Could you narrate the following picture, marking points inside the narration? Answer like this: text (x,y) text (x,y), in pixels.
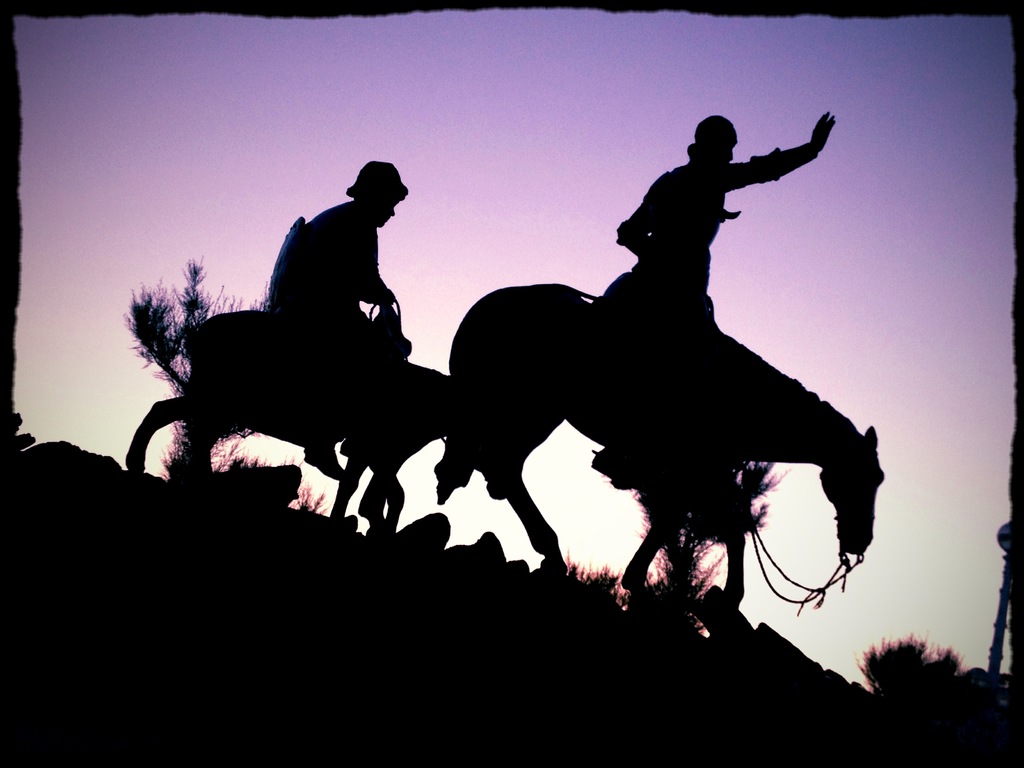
This is an edited picture. I can see two persons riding horses (840,504), there are trees (170,371), and in the background (142,363) there is the sky (535,211).
